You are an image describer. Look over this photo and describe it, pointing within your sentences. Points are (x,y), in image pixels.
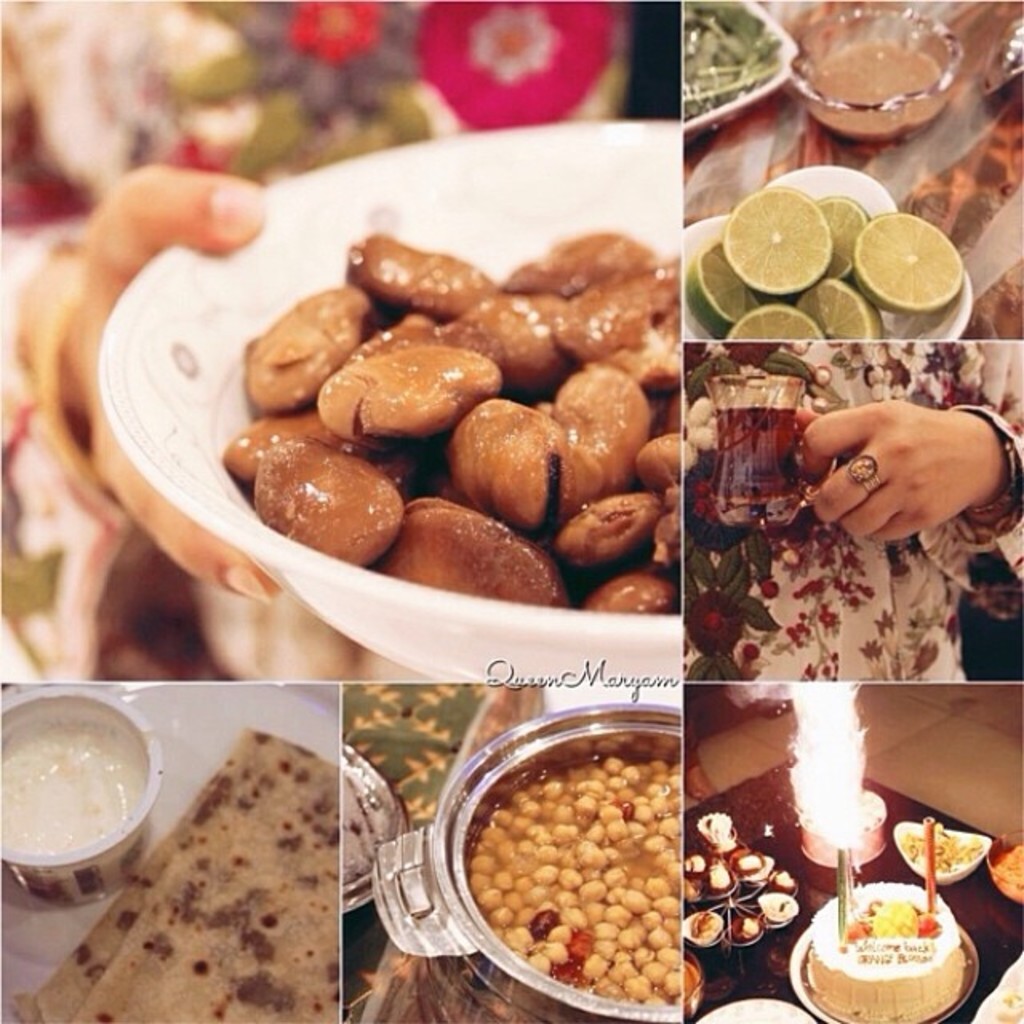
There is a collage image of different pictures. In these pictures, we can see food items (840,945).
